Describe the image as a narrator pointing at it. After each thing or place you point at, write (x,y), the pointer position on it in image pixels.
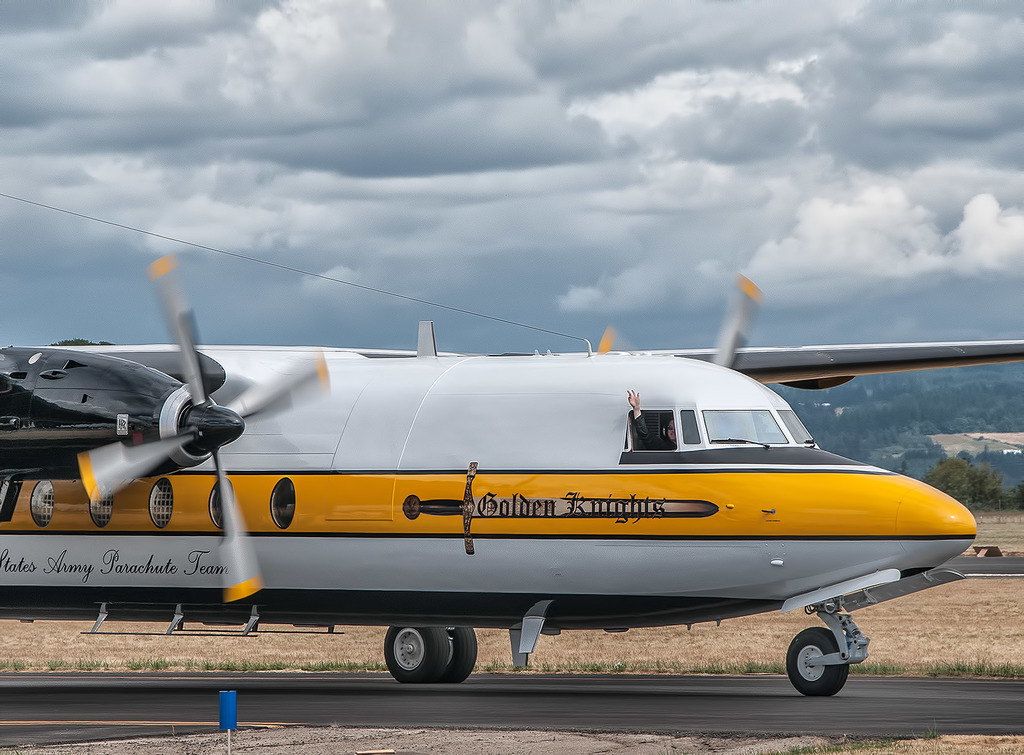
In this image in front (714,515) there is a person (651,445) sitting inside the airplane (506,509). In the background of the image (953,465) there are trees (832,403) and sky (483,161).
